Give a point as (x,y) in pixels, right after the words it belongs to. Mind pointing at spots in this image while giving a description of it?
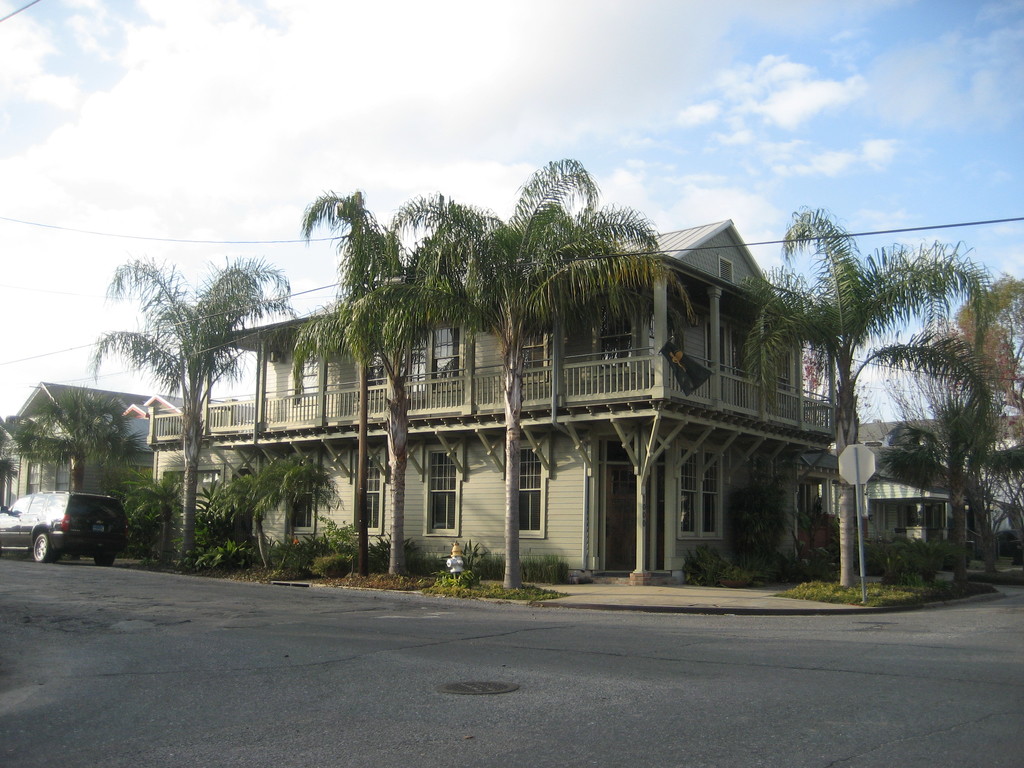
In this picture we can see a vehicle (105,562) on the road (485,660), hydrant (457,566), trees (157,489), houses (614,471) with windows (442,456), board (860,464) attached to a pole (859,495), wires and in the background (271,138) we can see the sky (475,137) with clouds (737,216).
